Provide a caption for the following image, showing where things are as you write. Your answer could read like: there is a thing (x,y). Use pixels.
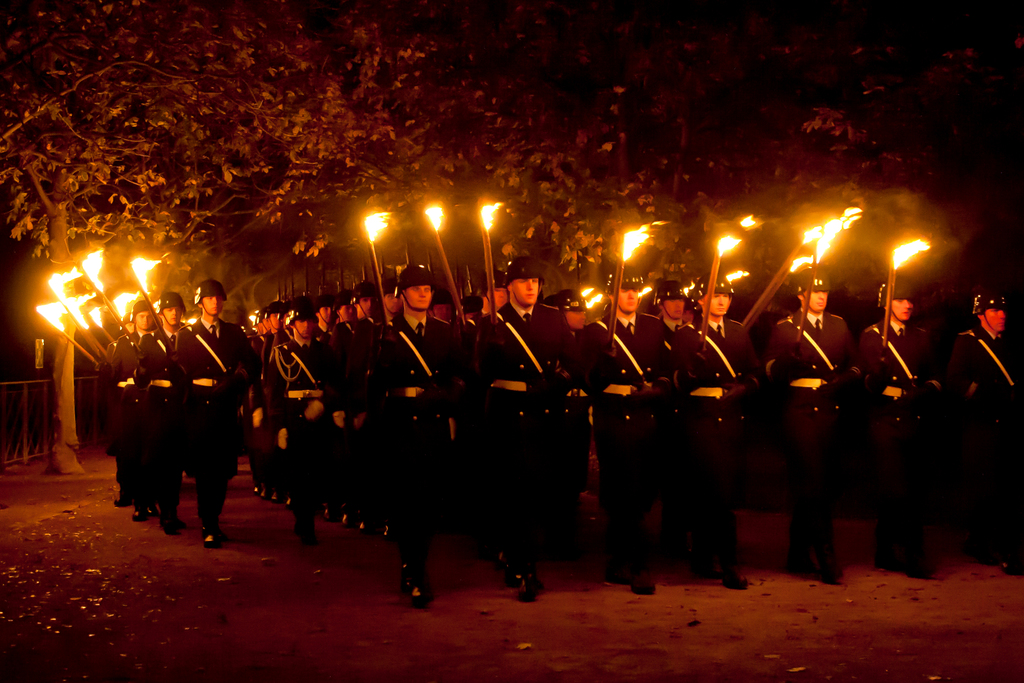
In the foreground of this image (504,343), there is the crowd (832,381) of men (910,369) standing and holding the fire sticks (451,272) in their hands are walking on the ground (535,613). In the background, there are trees (672,90).
